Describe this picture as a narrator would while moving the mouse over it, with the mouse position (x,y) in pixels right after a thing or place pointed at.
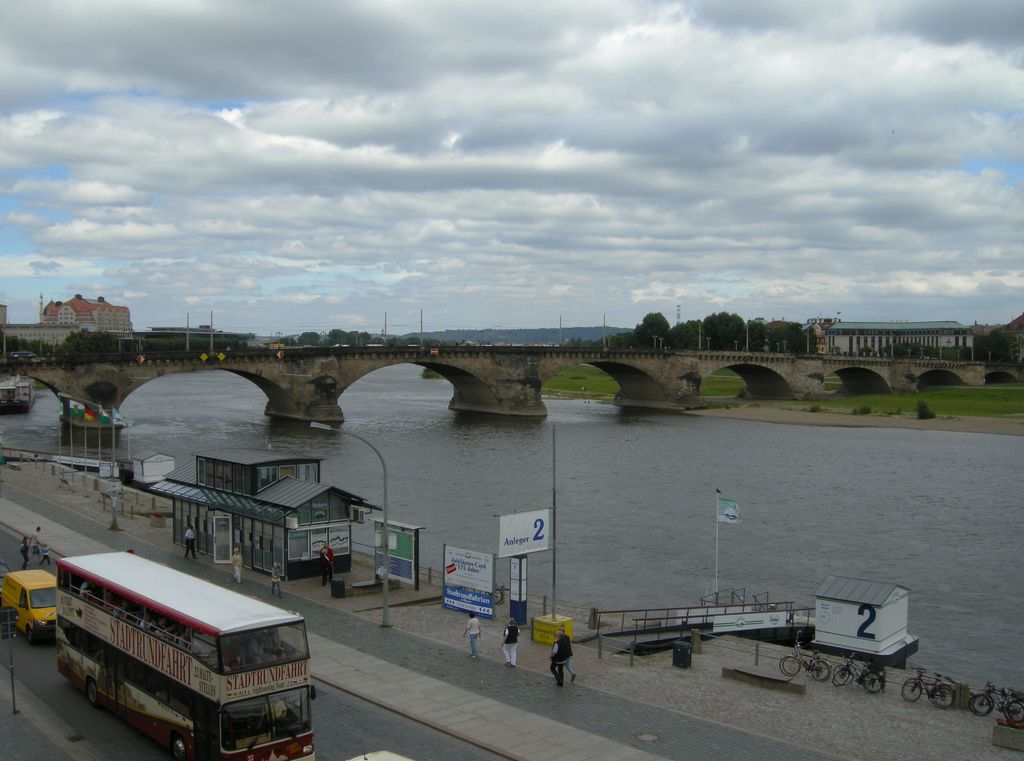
In the image we can see there are vehicles (126,655) on the road (20,668) and there are even people (565,646) walking on the road (482,646), they are wearing clothes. There is a poster (461,551), light pole (385,506), water (821,471), bridge (385,360), electric wires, electric pole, grass (934,392), buildings (928,338) and a cloudy sky (338,157). We can even see there are many bicycles (930,693).
